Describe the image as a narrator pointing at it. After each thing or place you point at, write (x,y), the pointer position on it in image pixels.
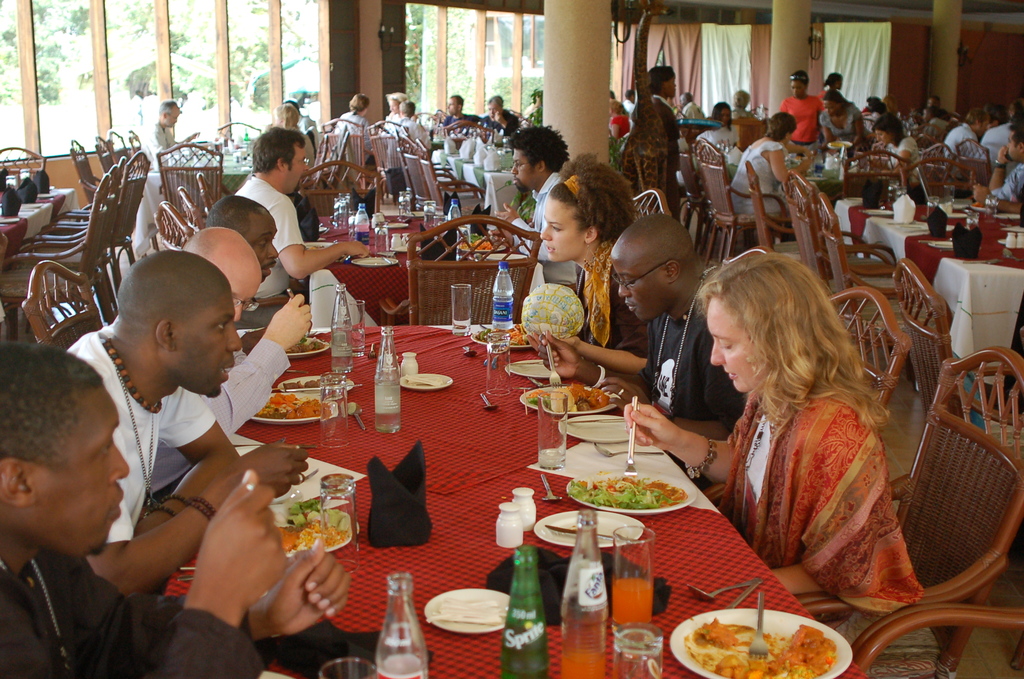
This image is clicked in a restaurant (846,313). There are Windows (253,103) on the top side (284,98) and through that Windows (452,23) there are trees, there are so many chairs (131,185) and tables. There are people (527,164) sitting on chair (108,208) around that tables (569,387). Tables (555,386) has a red color cloth (467,452) on it. On the tables (564,492) there are water bottles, soft drinks (513,655), glasses (639,578), plates (774,616), knives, forks (637,408), spoons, eatables (618,489) on that. There are curtains (868,89) on the top right corner (687,72). There is napkin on the table (470,521).
